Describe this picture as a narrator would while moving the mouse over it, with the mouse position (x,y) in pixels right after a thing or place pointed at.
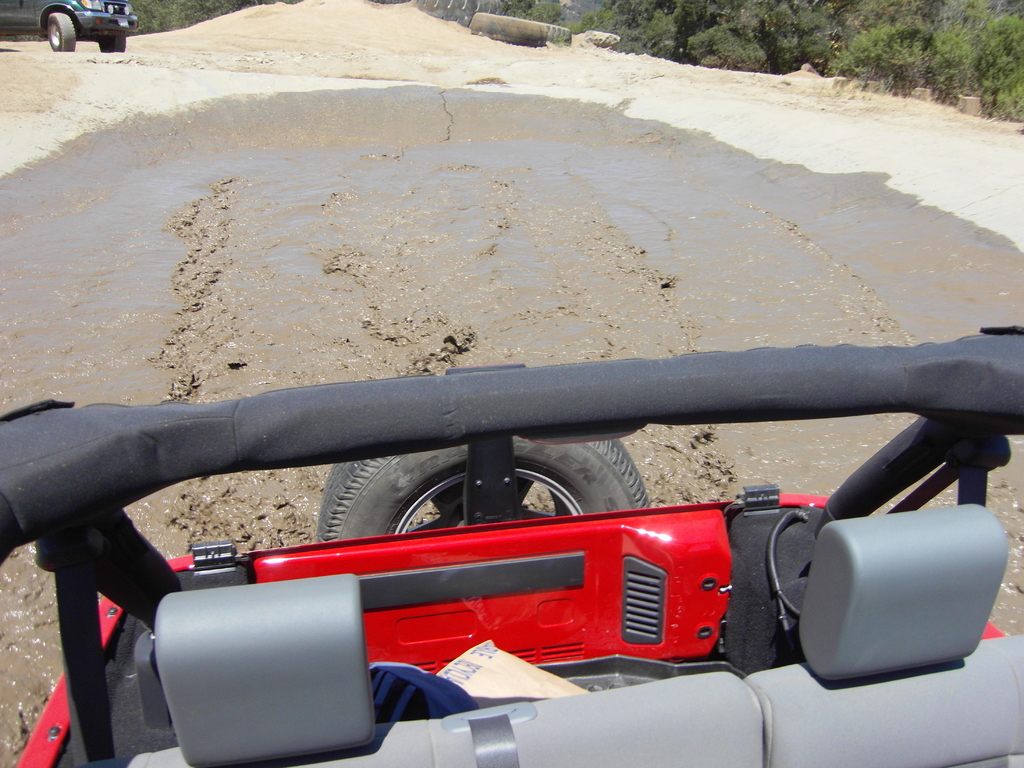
In this image I can see a red colour vehicle (515,525) and a wheel (347,530) in the front (614,589). In the background (67,8) I can see one more vehicle (26,6) on the left side (99,11) and I can also see number of trees (728,58) on the right side (931,6).
